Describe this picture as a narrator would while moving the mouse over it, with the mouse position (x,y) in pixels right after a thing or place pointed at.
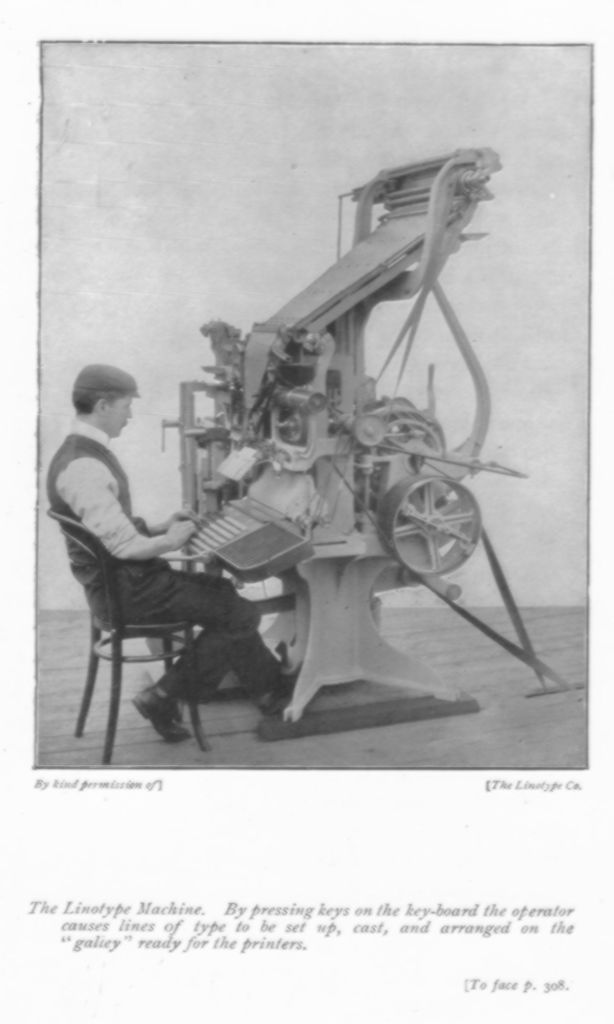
In this image I can see a person (147,543) sitting on the chair (140,633). Front I can see a machine (352,460) and keyboard (228,520). The image is in black and white.
